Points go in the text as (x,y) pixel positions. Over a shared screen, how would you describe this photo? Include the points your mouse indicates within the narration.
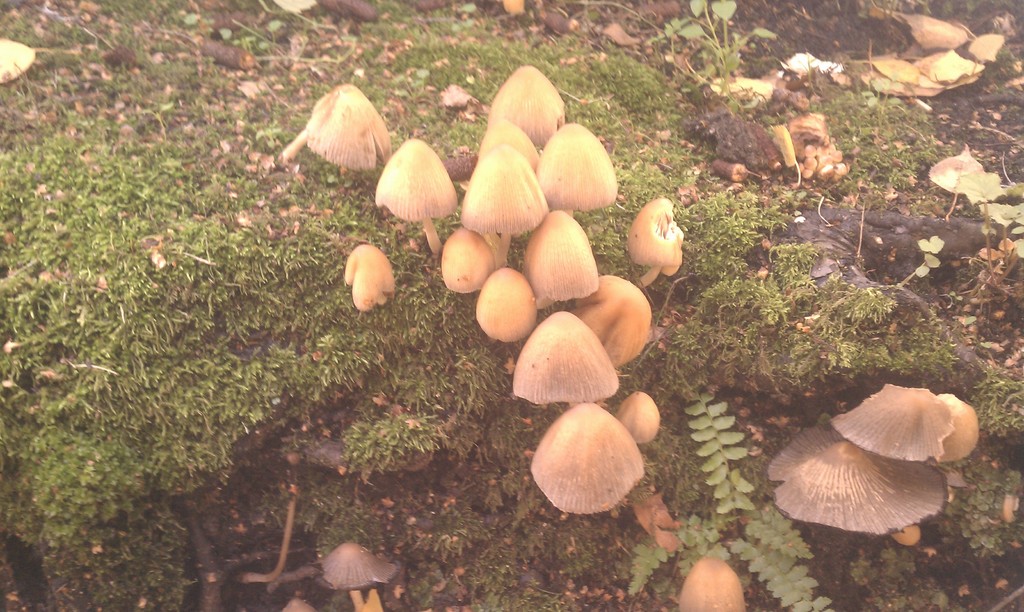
In this image, we can see mushrooms (359,289), grass (503,397) and plants (780,596).
